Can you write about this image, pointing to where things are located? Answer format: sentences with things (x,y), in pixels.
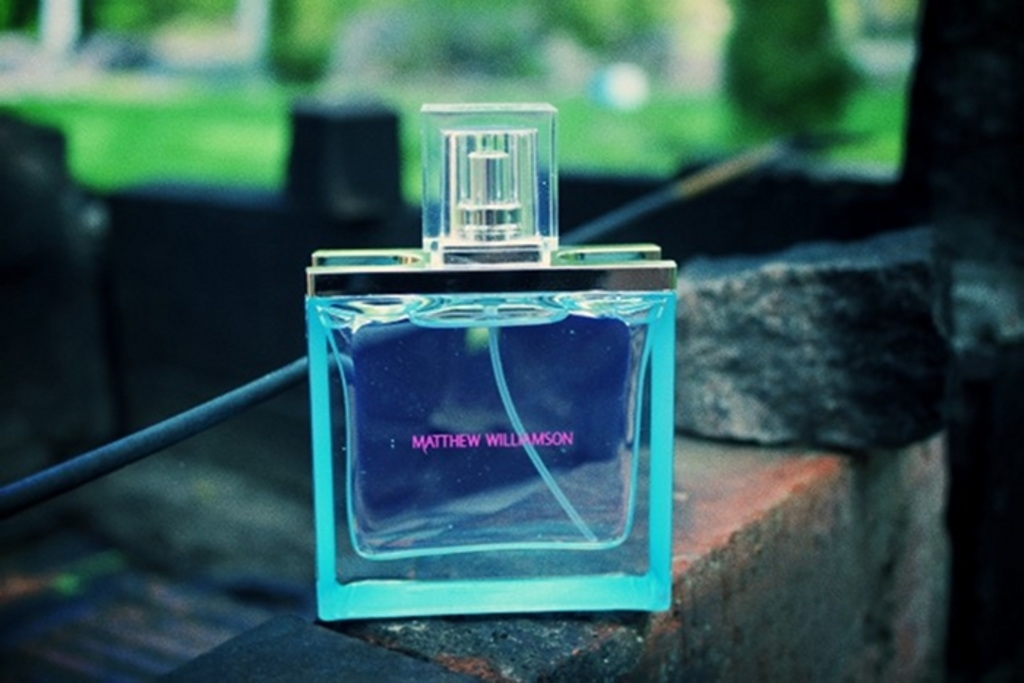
In this there is a perfume (605,462) and a stone (722,421) on the wall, behind it may be trees (657,67) and grass (279,99), there is a small metal rod (130,454) near the wall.
